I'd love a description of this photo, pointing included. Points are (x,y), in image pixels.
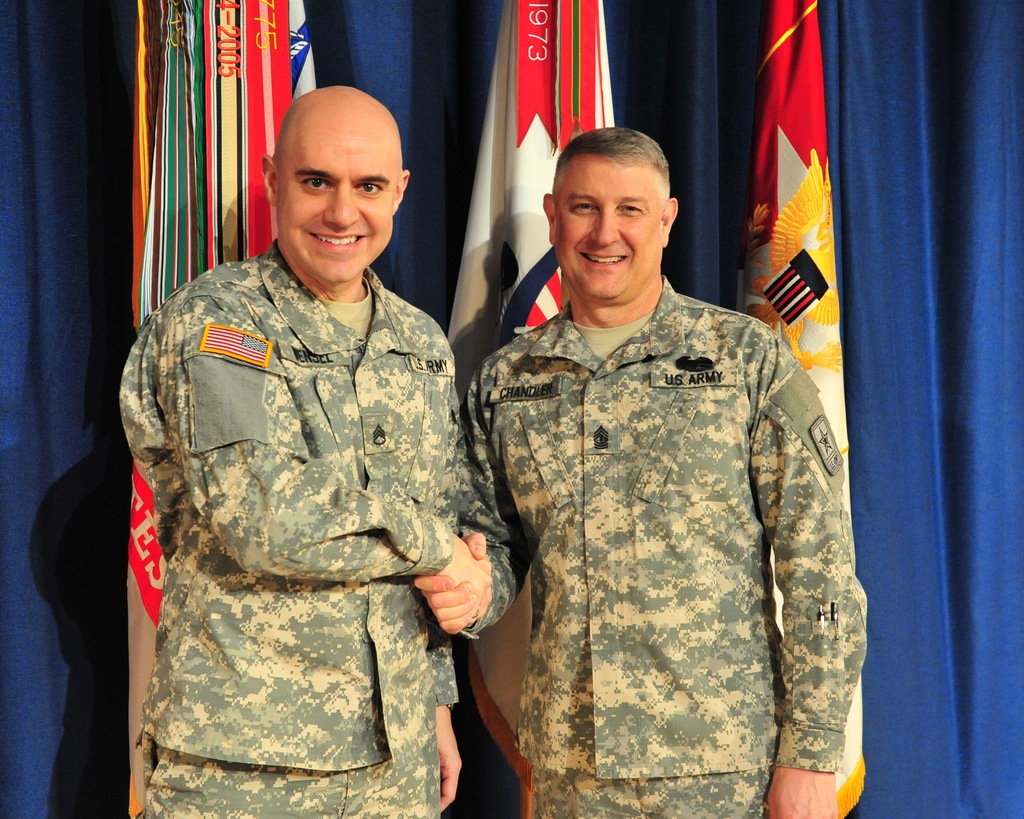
In this picture we can see men (449,580) shaking their hands (487,579) and smiling. In the background (544,140) we can see flags (759,109) and a blue curtain (904,132).
